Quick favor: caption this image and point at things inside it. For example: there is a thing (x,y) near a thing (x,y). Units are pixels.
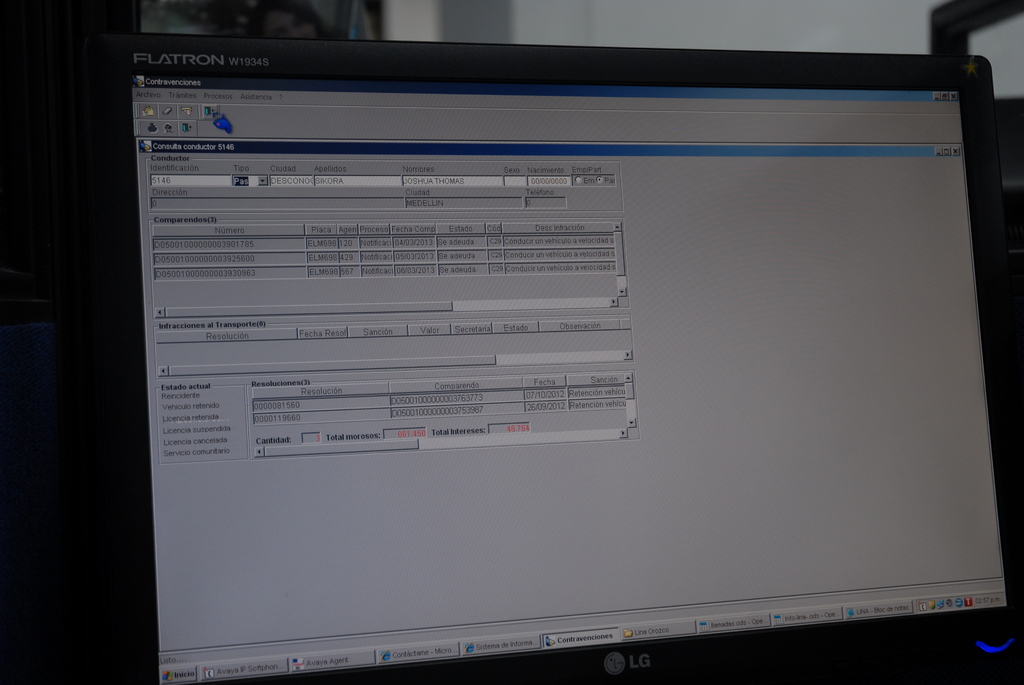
In this image, we can see a computer (481,383). Top of the image (796,37), there is a wall (647,24).
